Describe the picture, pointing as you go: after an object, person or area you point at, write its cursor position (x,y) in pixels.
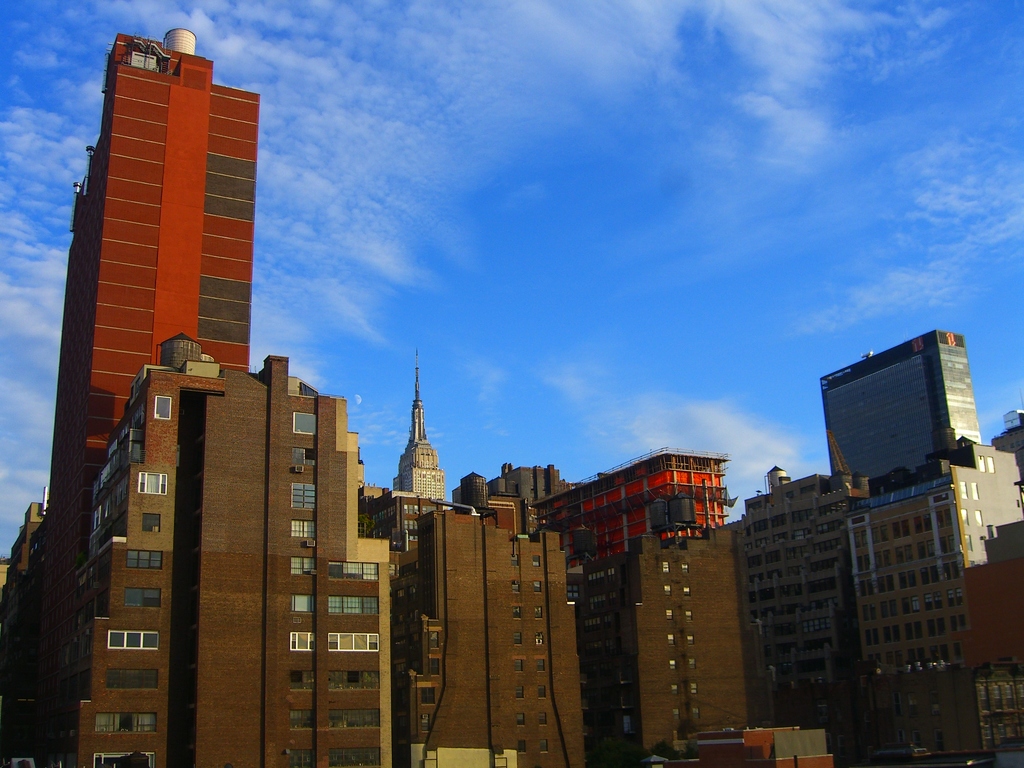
This picture is taken from outside of the building (786,624). In this image, we can see a building (278,577), tower (173,108), glass window (313,500). At the top (494,158), we can see a sky (803,179) which is a bit cloudy.
